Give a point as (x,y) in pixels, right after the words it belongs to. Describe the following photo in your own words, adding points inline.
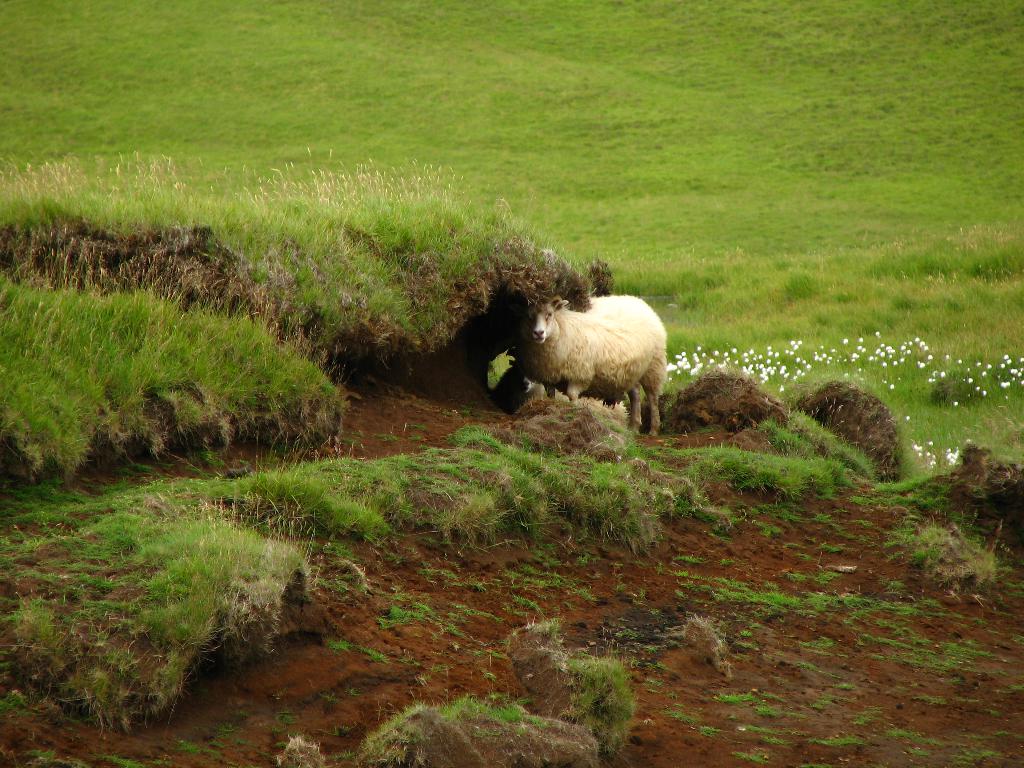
In the image we can see there is a sheep (598,382) standing on the ground (665,492) and the ground (536,476) is covered with grass (448,198) and mud (576,651).
